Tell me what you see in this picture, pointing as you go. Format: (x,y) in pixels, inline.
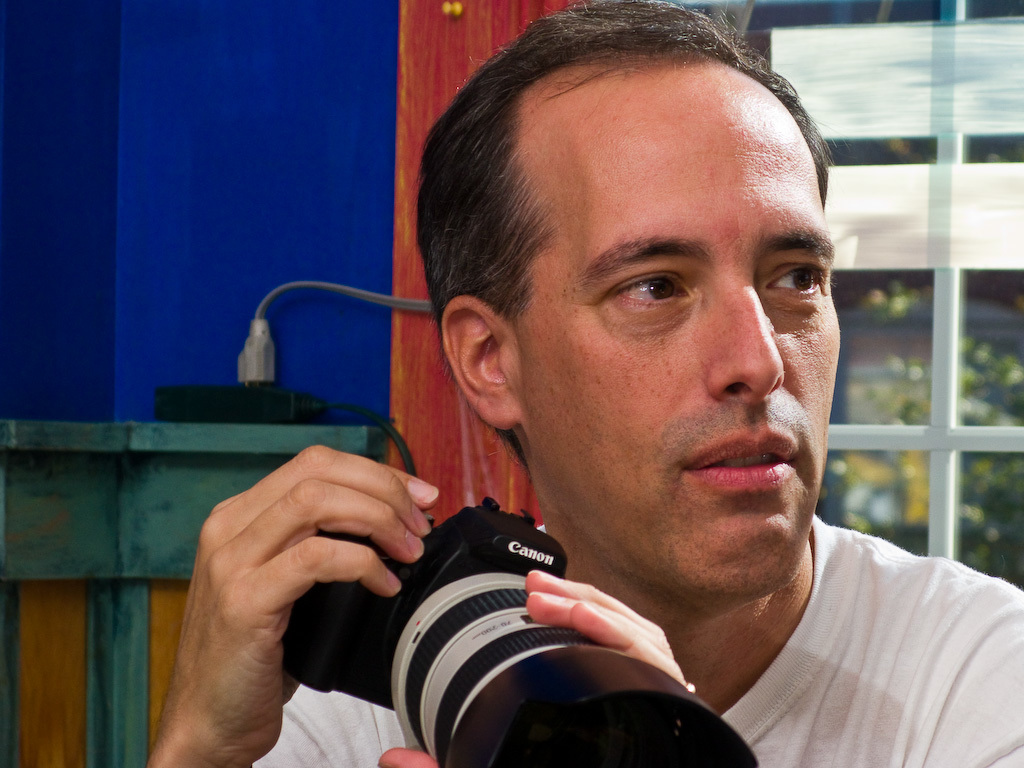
He is holding a camera (420,662). We can see in background (859,260) window (865,333) and trees (965,394).
